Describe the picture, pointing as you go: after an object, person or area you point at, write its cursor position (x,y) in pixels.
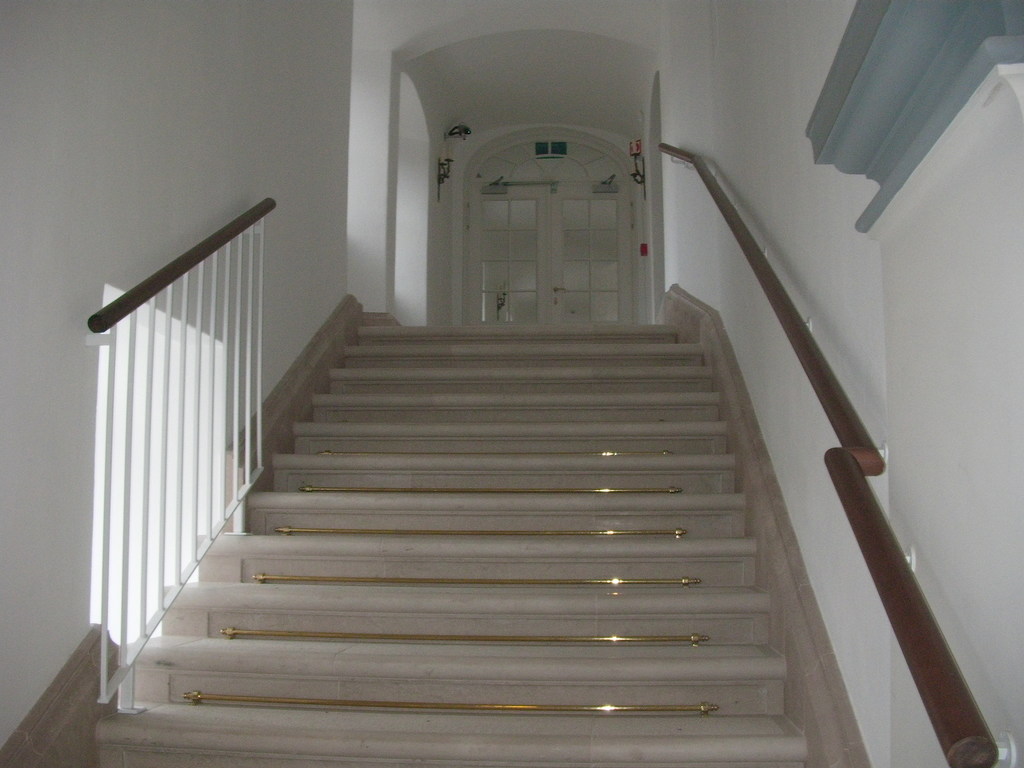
In this image we can see the stairs (479,447) of a building (481,427), In front of the stairs (497,387) there is a closed glass door (544,234) and there are some objects (636,162) attached to the wall (442,151).
